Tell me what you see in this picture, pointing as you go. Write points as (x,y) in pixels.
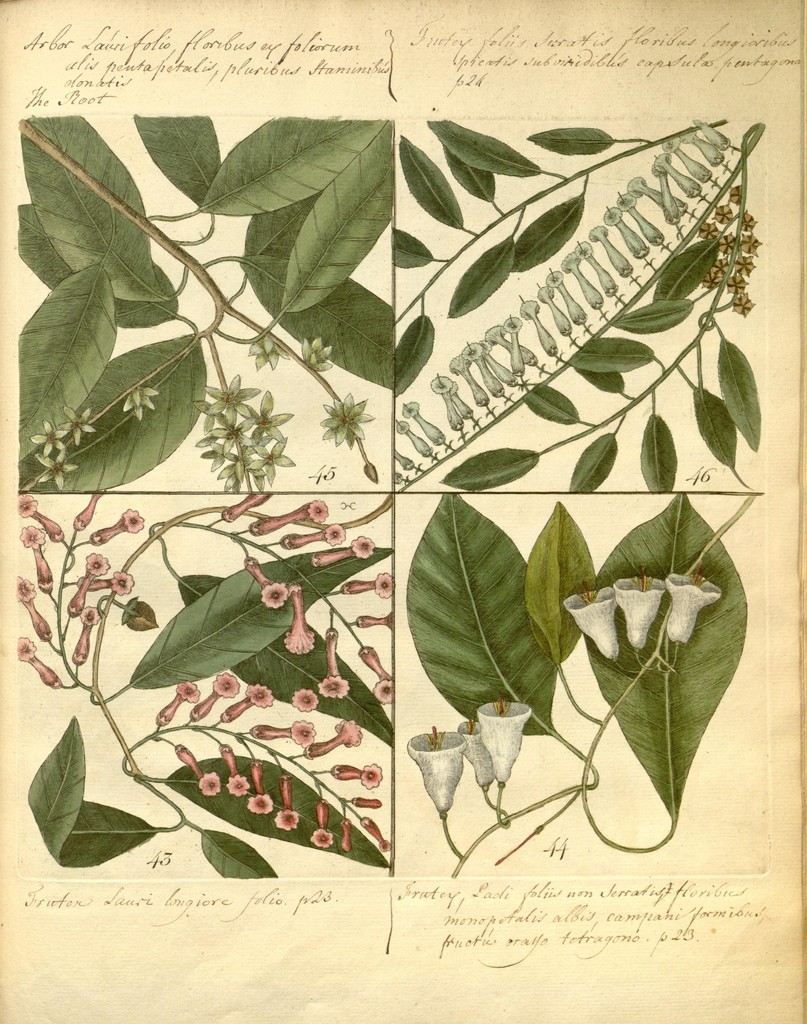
In this picture there is a poster (566,308) of plants (338,232) in the image.
